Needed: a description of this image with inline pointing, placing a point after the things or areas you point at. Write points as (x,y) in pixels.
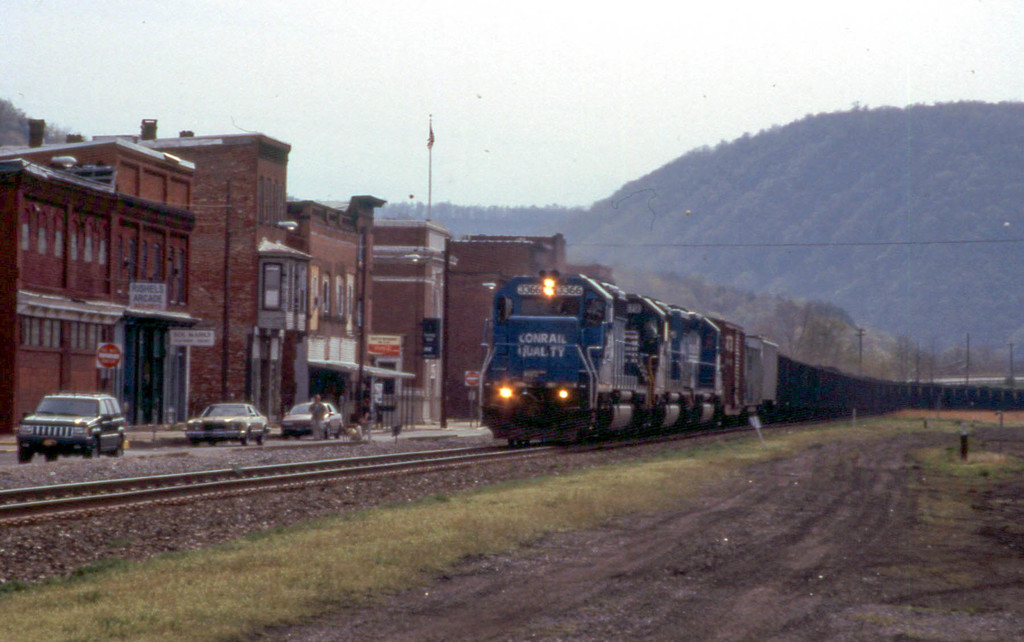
In the image there is a train (738,393) going on track (118,504) in the middle (611,392), on the left side (136,302) there are buildings (260,329) with cars (114,414) in front of it on the road (390,434), in the back (574,217) there is a mountain (705,217) covered with trees (798,229) all over it and above its sky (206,66).
